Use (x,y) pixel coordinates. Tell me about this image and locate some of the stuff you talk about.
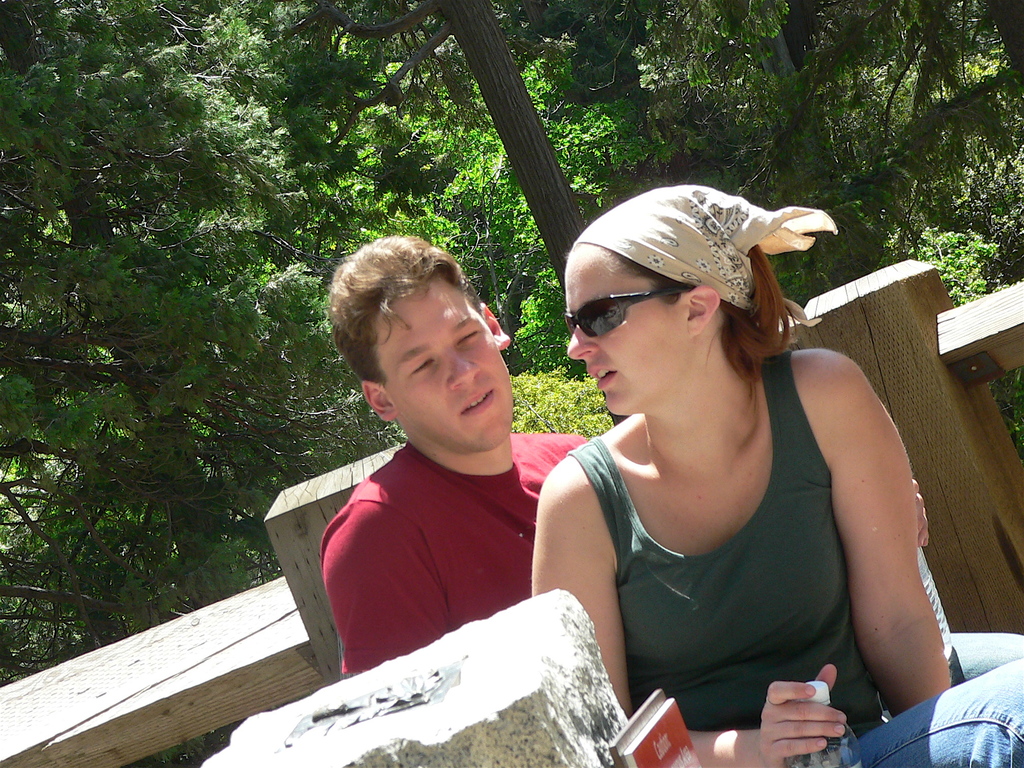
In this picture there is a woman (715,539) sitting and holding the bottle (817,756) and there is a man (469,562) sitting. At the back (924,424) there is a wooden railing (940,414) and there are trees (36,590).
